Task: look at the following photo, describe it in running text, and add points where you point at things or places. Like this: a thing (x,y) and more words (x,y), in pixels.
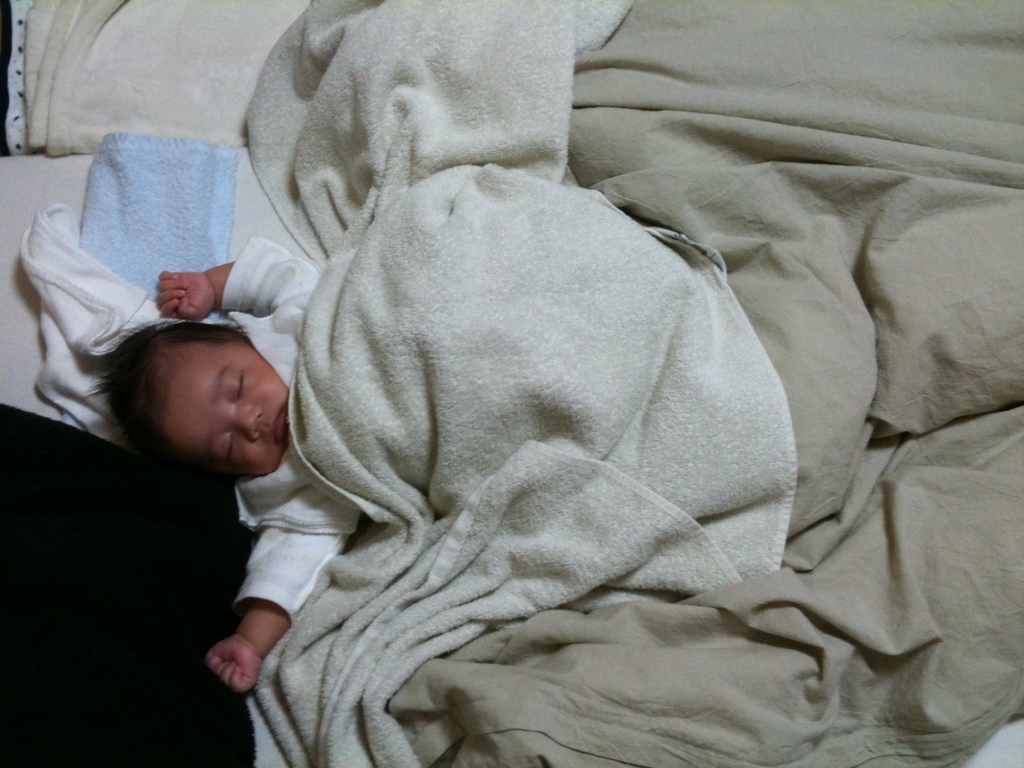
In this image, we can see a baby (274,437) lying on bed (42,102) and covered by a blanket (509,382).
